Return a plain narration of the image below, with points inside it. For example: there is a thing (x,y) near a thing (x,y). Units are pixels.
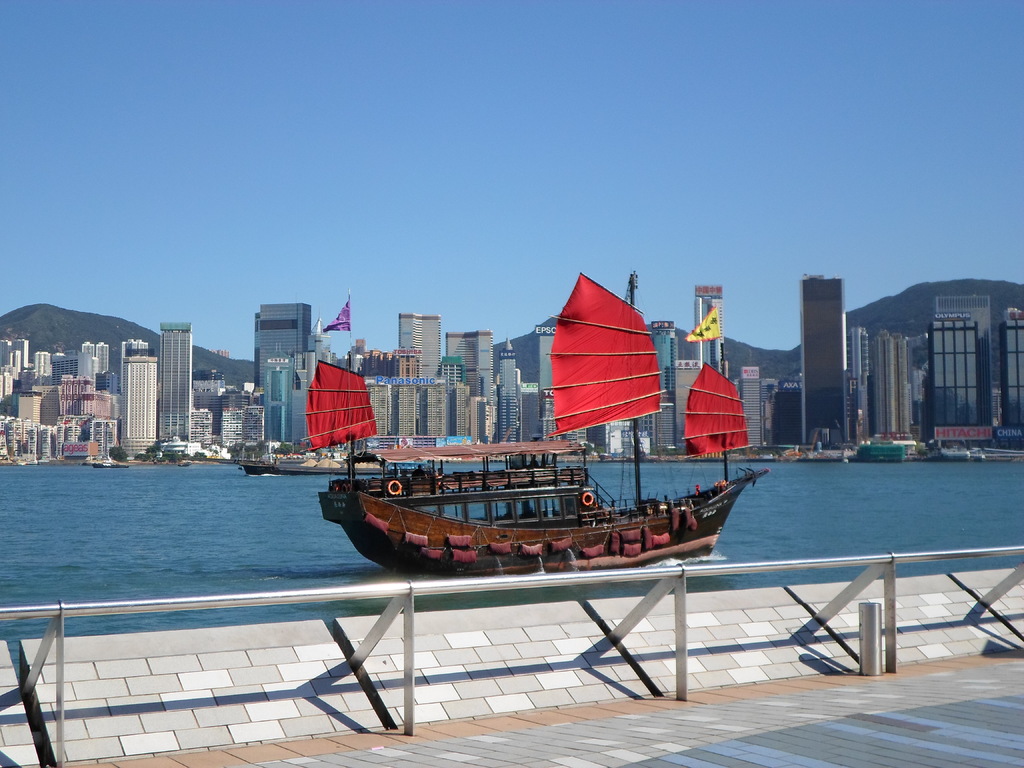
In this image I can see the ship (686,550) on the water (940,530) and the ship (539,539) is in brown color. In the background (668,348) I can see few buildings (250,410) and I can also see the mountains (101,317) and the sky (366,204) is in blue color. In front (247,600) I can see the rod (671,582).
